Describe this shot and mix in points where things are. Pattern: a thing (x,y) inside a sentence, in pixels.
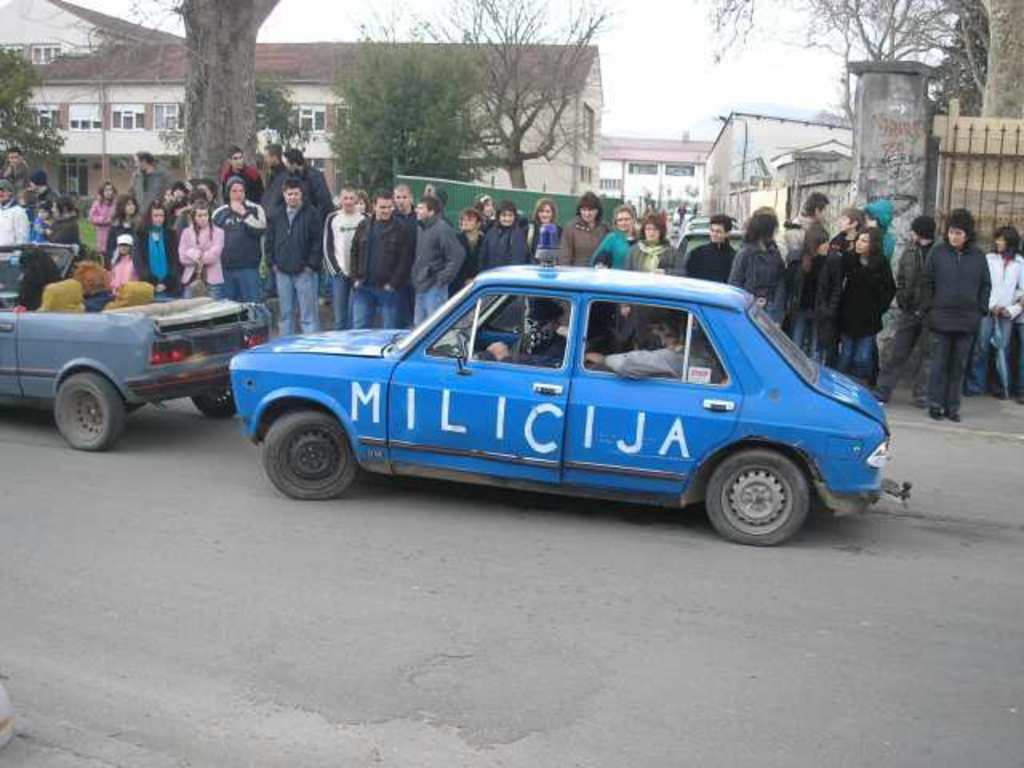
This is an outside view. Here I can see two vehicles (278,402) on the road (173,565) and there are few people (626,362) sitting in the vehicles (175,360). Beside the road (139,570) many people (875,268) are standing. In the background (335,128) there are many trees (421,135) and buildings (708,157). At the top of the image (659,56) I can see the sky (669,41).
